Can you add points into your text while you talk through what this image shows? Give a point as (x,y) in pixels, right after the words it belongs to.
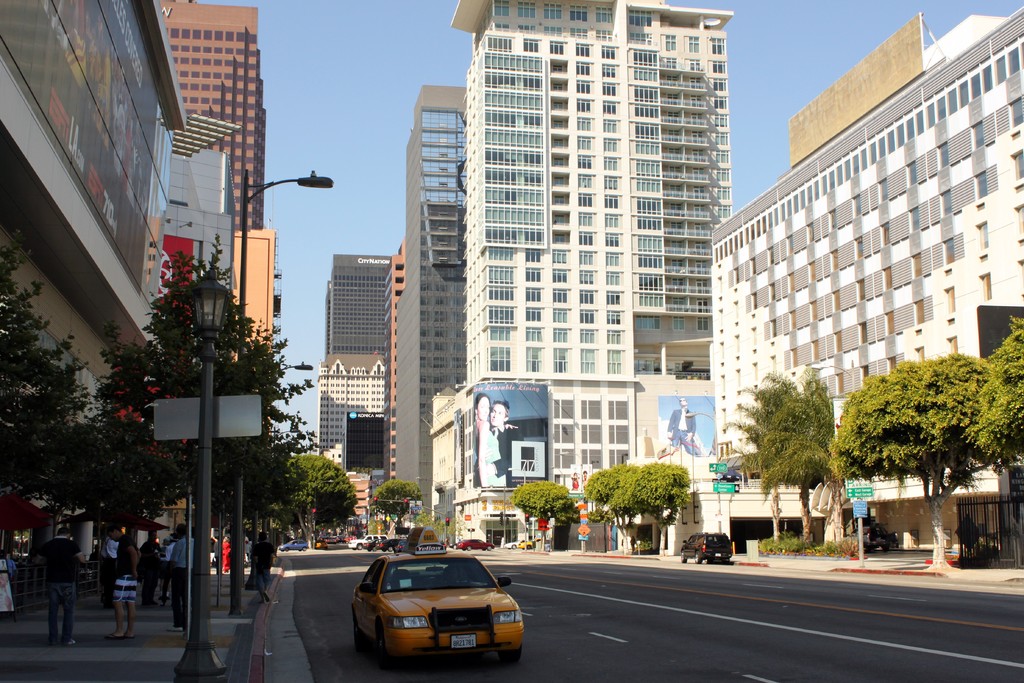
In the image we can see some buildings (431,420), trees (828,462), plants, vehicles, boards (35,20), posters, people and some other things (735,636) around.
